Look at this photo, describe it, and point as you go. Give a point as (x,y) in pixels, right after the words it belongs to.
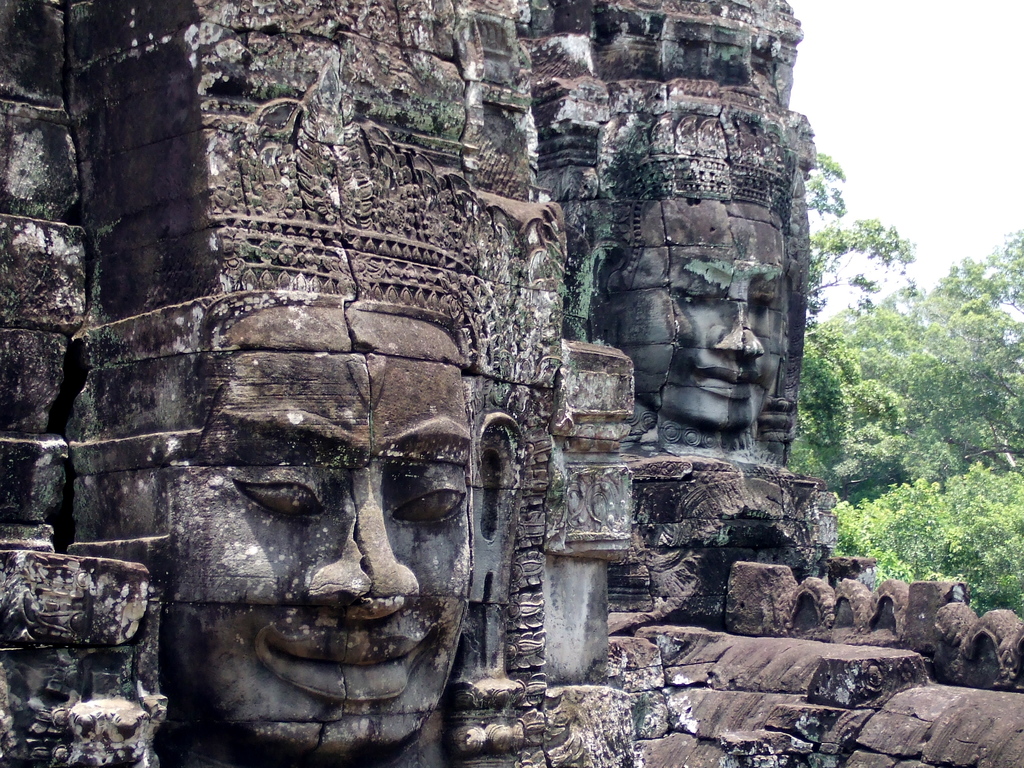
Here we can see stone carving (487,285). In the background (947,287) there are trees (934,304) and sky (983,215).
